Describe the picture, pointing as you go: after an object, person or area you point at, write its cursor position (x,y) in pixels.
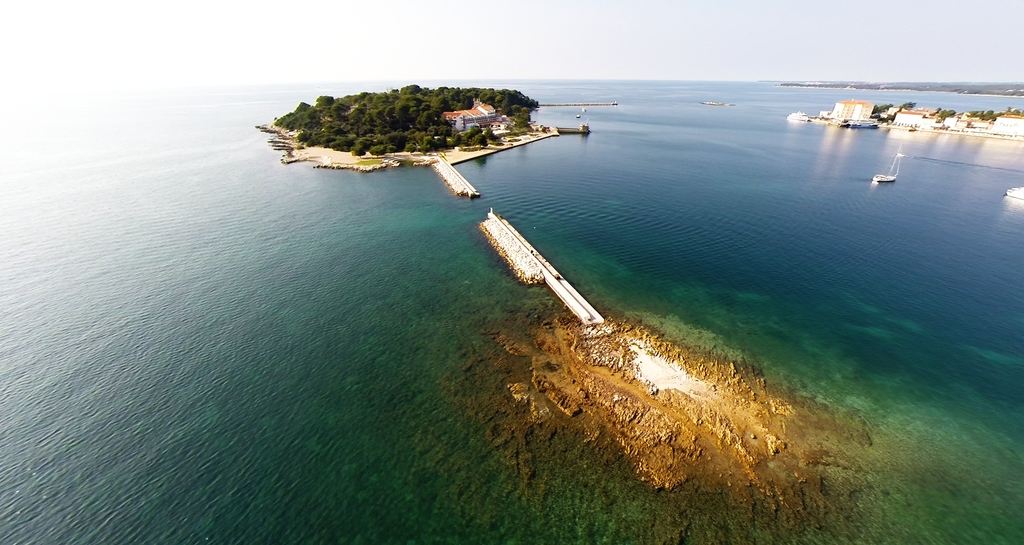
In this image, we can see an island (490,153) contains some trees (415,88). There are some buildings (865,110) in the top right of the image (973,129). There is an another island (679,455) at the bottom of the image (612,373). There is a sky (496,69) at the top of the image (458,41).
